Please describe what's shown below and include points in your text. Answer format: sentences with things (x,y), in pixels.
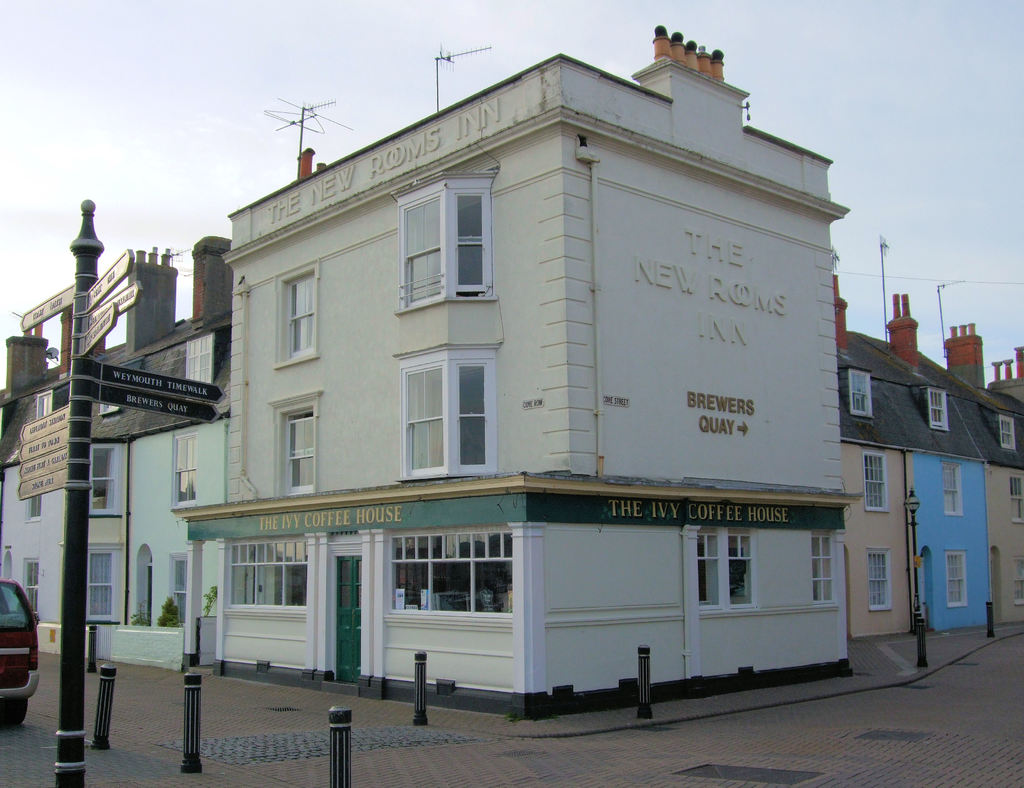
In this image we can see buildings (454,494), windows (411,473), there are light poles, boards (66,299) with text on them, there are poles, there are text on the wall (697,375), there are signal receivers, plants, also we can see a car (19,681), and the sky (933,145).
